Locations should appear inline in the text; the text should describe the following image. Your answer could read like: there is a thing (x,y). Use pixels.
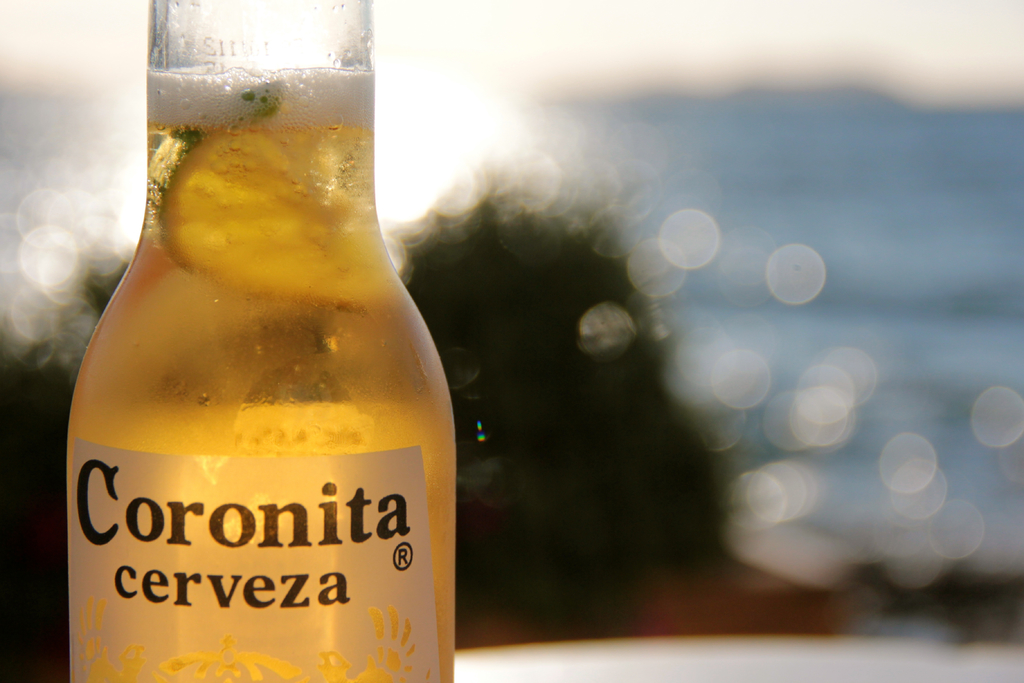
In this image I can see a glass bottle (113,395) with liquid (279,335) in it, I can see a print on the bottle (226,482) and few fruits (225,161) in the bottle (257,160) and the foam (201,87). In the background (654,317) I can see water (760,316), few trees (534,468) and the sky (706,28).
